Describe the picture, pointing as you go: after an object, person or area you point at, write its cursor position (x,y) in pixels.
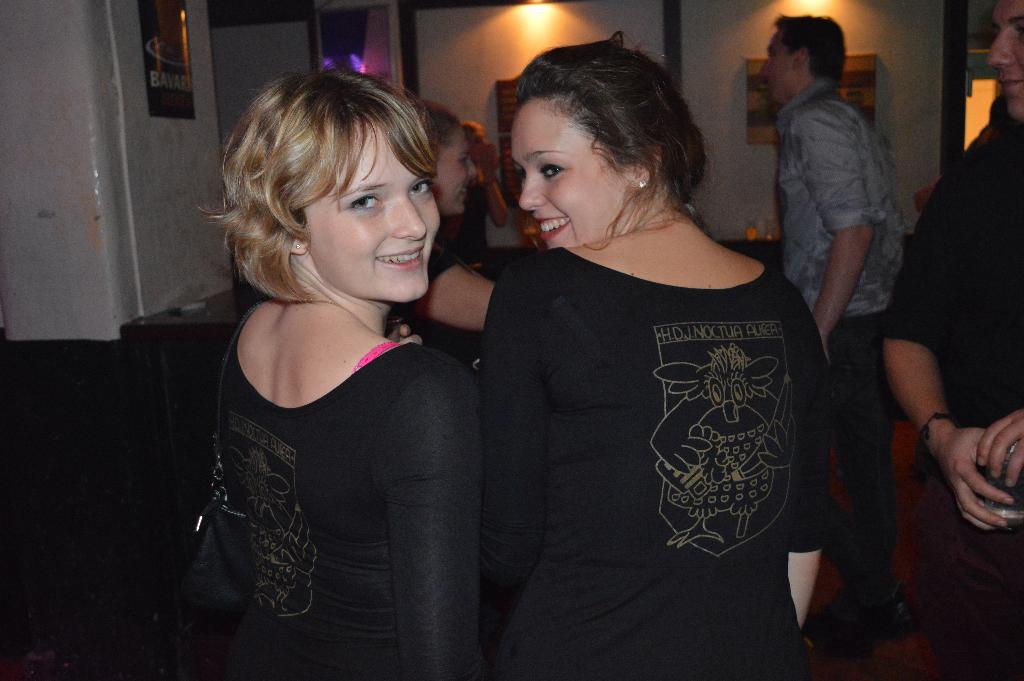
In front of the image there are two women (605,297) with a smile on their face (414,295), in front of them there are a few people (981,238), in the background of the image (148,89) there are a few objects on the table (198,319) and there are photo frames (760,87), posters (189,94) and lamps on the walls (192,153).
